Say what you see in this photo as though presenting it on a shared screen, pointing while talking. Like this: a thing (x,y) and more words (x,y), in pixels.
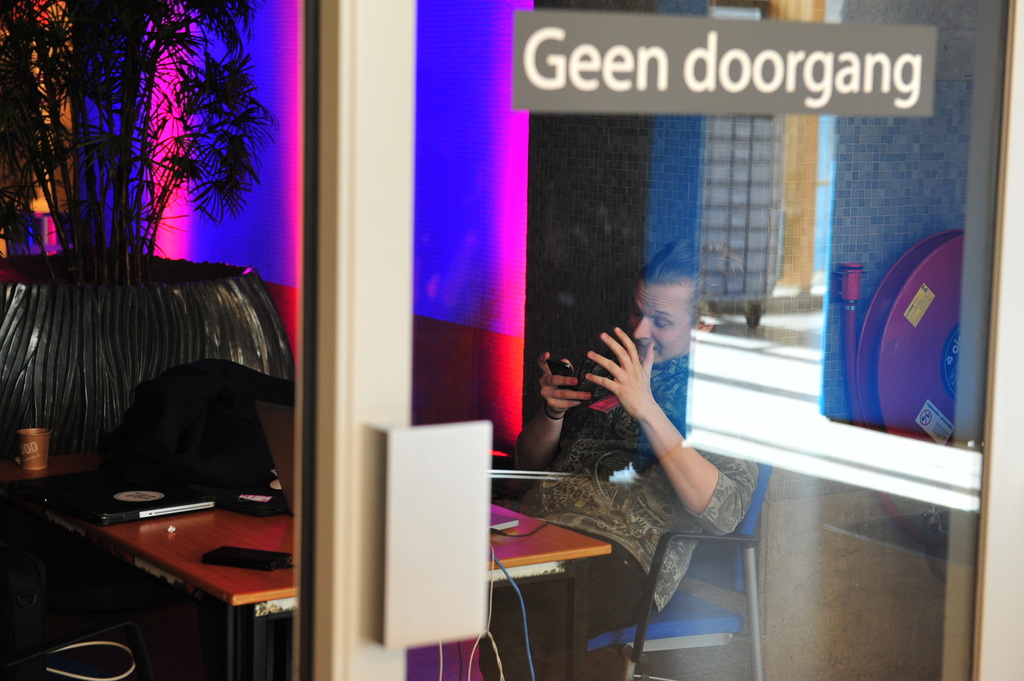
In the front (432,443) there is a door (445,434). A person (608,452) is sitting on chair (705,579) watching mobile (567,371). In front of him there is a table (271,542). On the table (218,545) there is a laptop (152,488) and some other items (257,436) are there. In the back (154,314) there is a pot (142,302), in this there is a plant (115,159). In the background (264,197) there are different colors.
